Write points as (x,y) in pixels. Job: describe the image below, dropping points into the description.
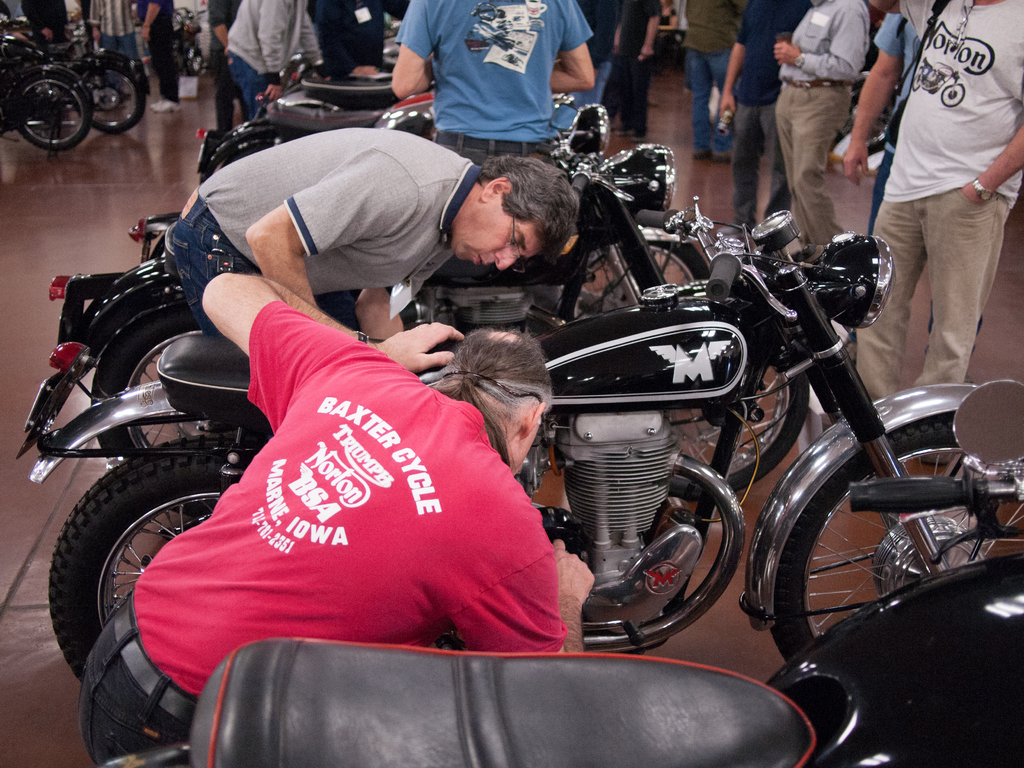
In this picture there is a person (506,390) sitting looking at the motor cycle (754,372) and there are a group of people (821,101) standing over here.
